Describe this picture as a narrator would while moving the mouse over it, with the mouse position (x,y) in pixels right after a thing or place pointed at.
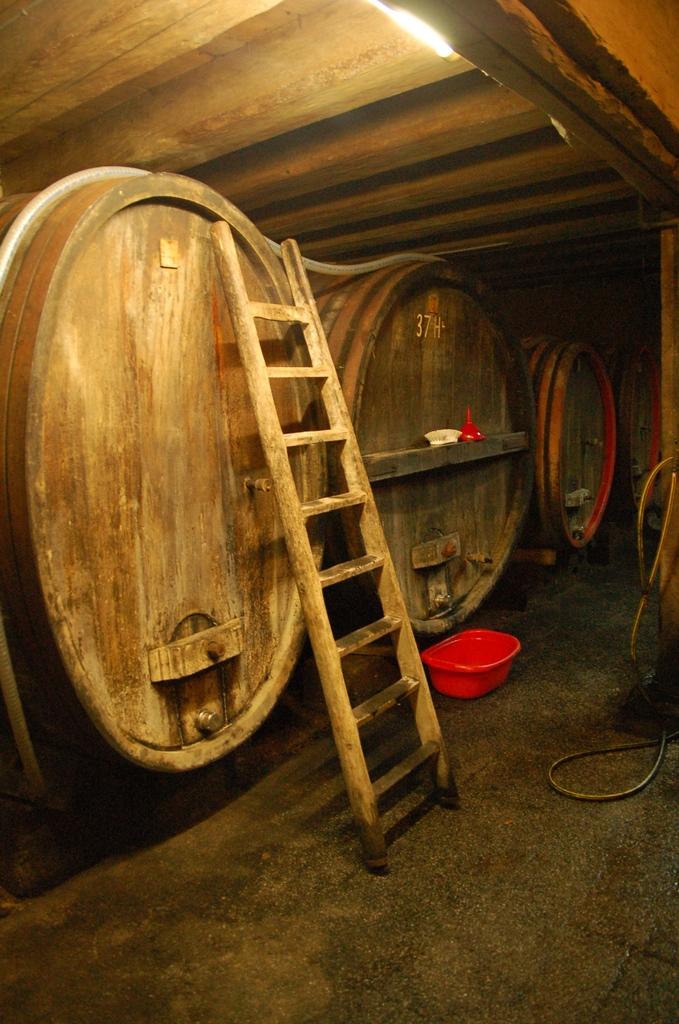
In this image there is floor (367,944) at the bottom (392,941). There is a wooden ladder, red colored tub (494,664), there are wooden objects (203,467) in the foreground (231,447). There is a light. There is roof (296,178) at the top (284,31). It looks like a water pipe (634,748) on the right corner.
